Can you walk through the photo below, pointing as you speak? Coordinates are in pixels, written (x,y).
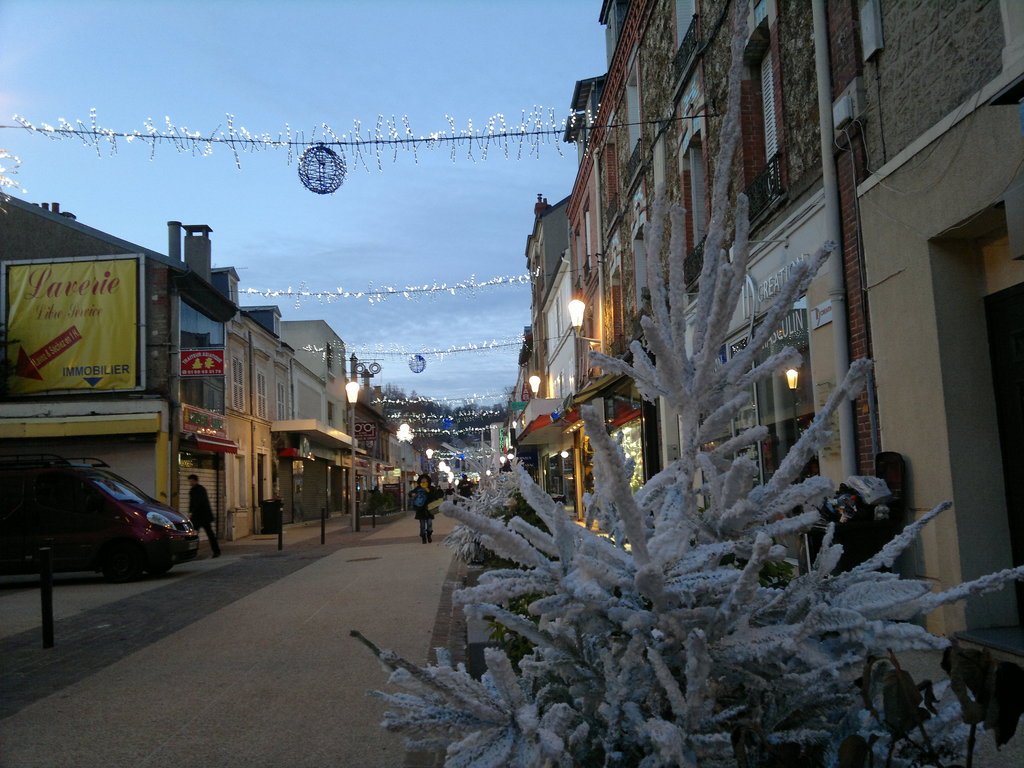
In this picture we can see few people (204,526), plants (575,659), metal rods (43,567) and a vehicle (119,526), in the background (577,219) we can find few buildings (253,354), hoardings (120,284), poles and lights (426,433).
